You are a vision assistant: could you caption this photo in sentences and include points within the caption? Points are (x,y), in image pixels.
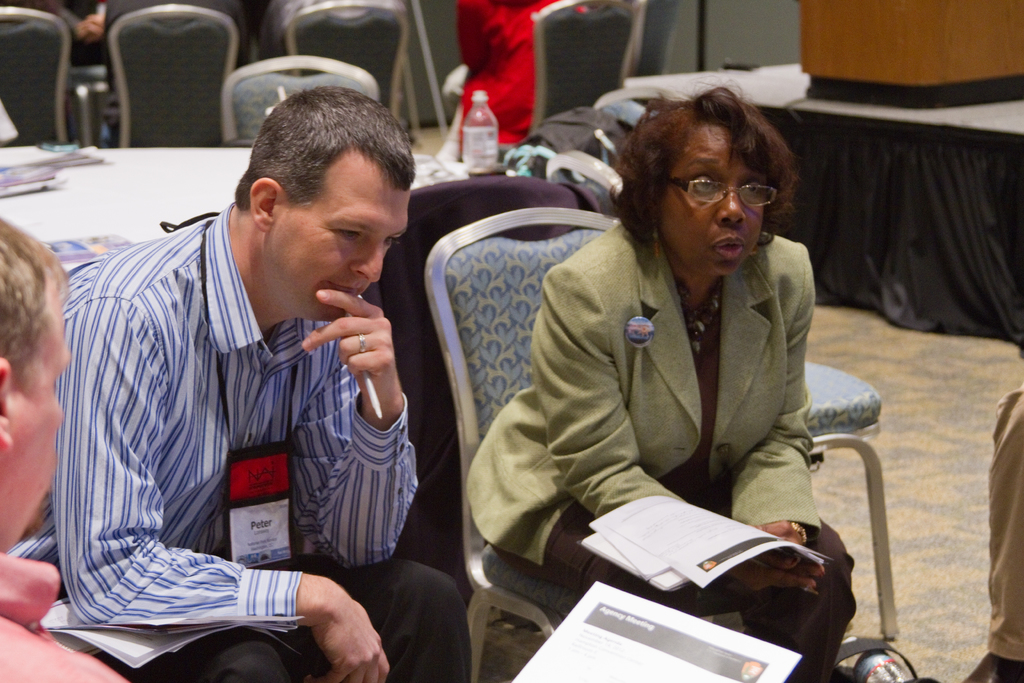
In this picture there is a women (637,338) wearing green suit (604,407) is sitting on the chair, holding the paper (683,550) and saying something. Beside there is a man (199,494) wearing blue shirt (325,423) is keeping his fingers (352,320) on the lips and thinking something. Behind there are some table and chairs (210,90).
